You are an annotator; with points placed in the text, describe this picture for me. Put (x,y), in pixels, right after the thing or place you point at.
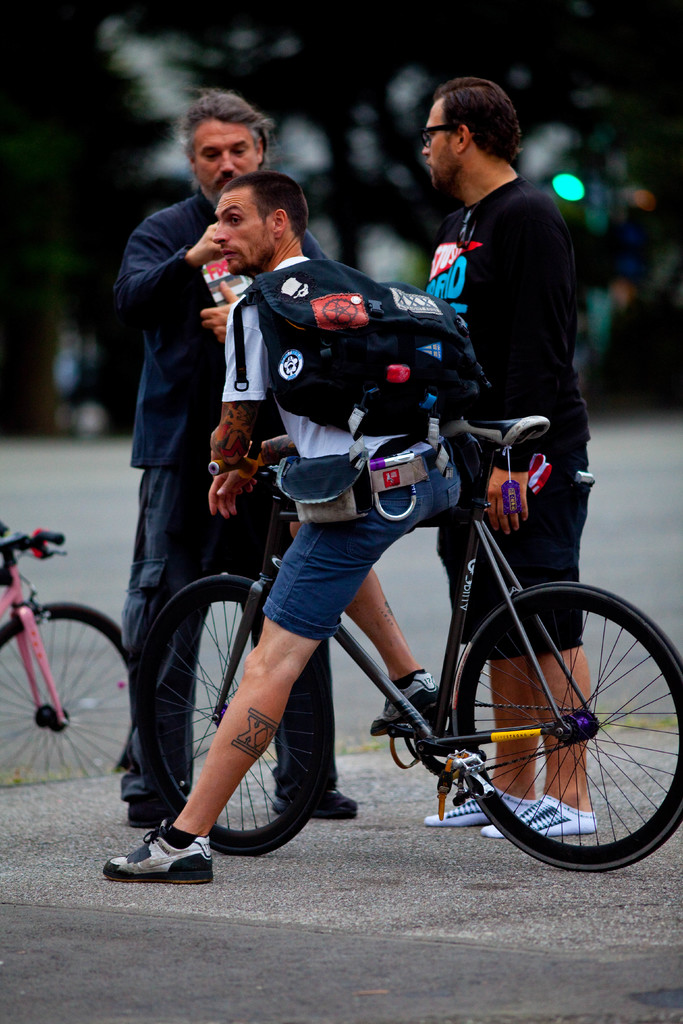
In this picture we can see three people (562,220) among them two are standing and one is wearing a backpack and sitting on the bicycle (290,519).
